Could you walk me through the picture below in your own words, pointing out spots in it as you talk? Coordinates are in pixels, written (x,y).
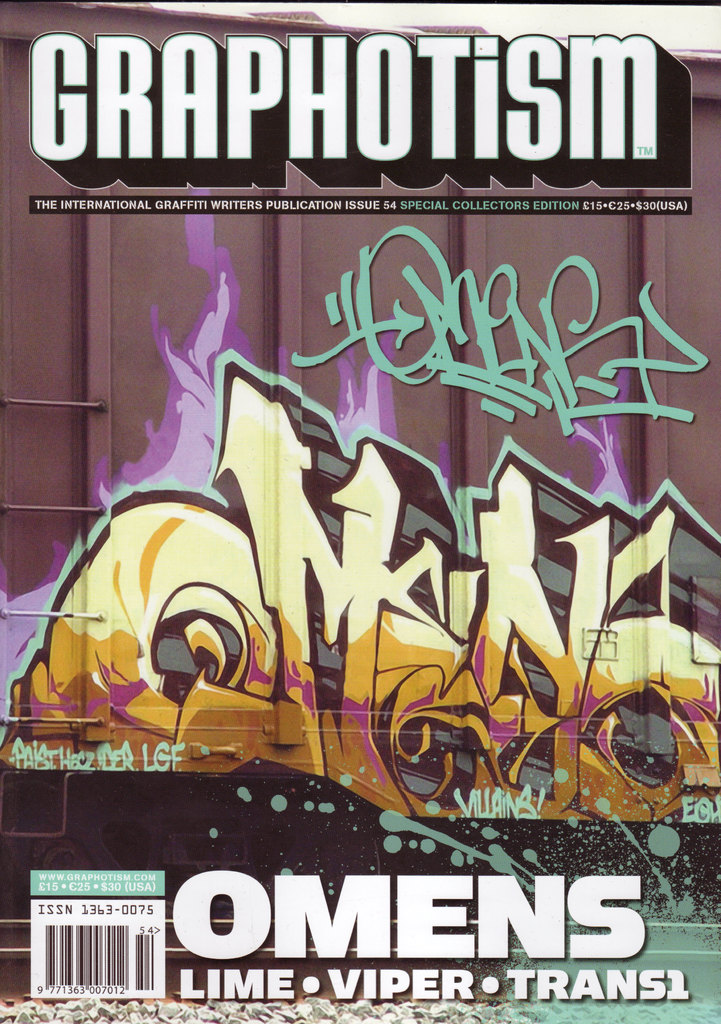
This image consists of a poster (295,584) on which I can see some painting (227,572) and text (270,94).
